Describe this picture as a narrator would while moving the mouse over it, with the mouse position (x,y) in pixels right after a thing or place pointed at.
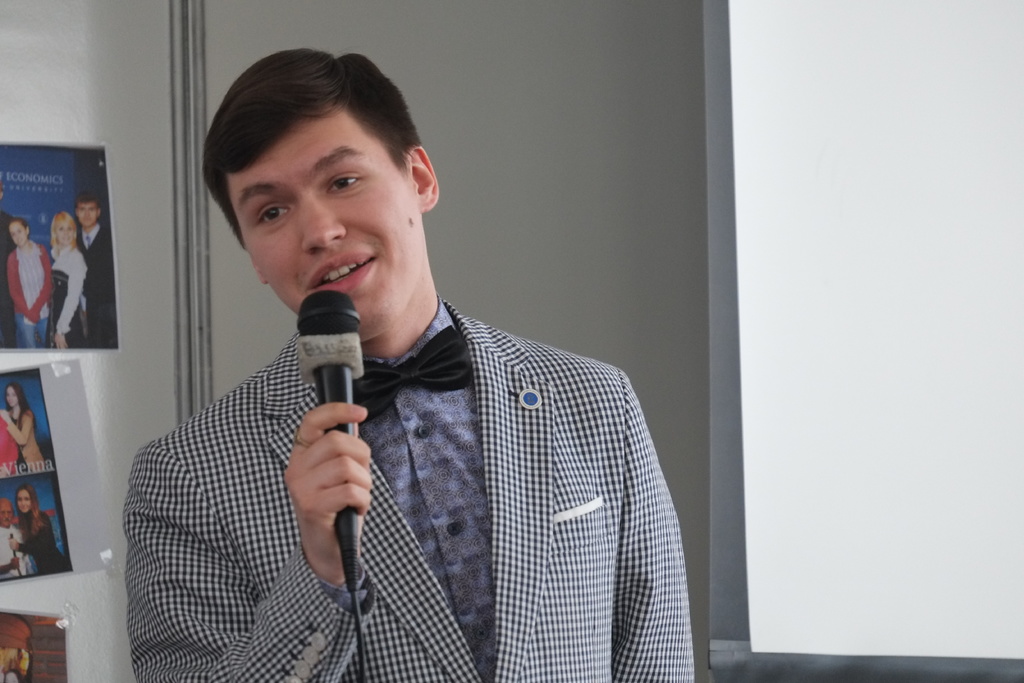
In this picture we can see a man (382,310) is talking with the help of microphone (323,368), besides to him we can see some photo frames (41,271).
